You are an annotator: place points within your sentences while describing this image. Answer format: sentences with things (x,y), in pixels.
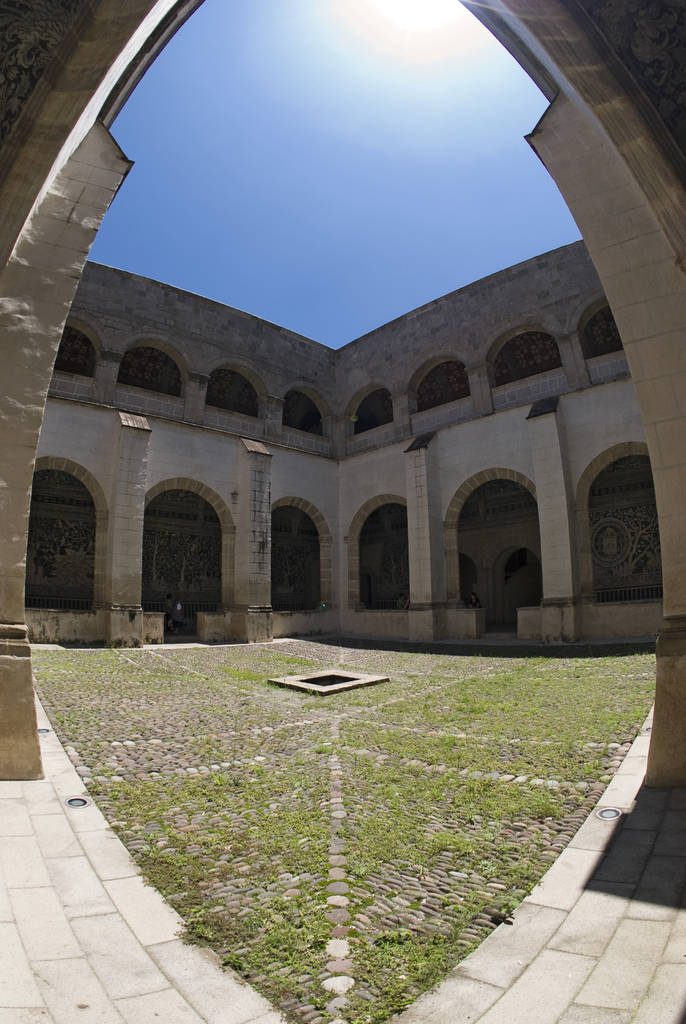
This is a picture of a building (330,594), and in the background (308,257) there is sky (360,84).
